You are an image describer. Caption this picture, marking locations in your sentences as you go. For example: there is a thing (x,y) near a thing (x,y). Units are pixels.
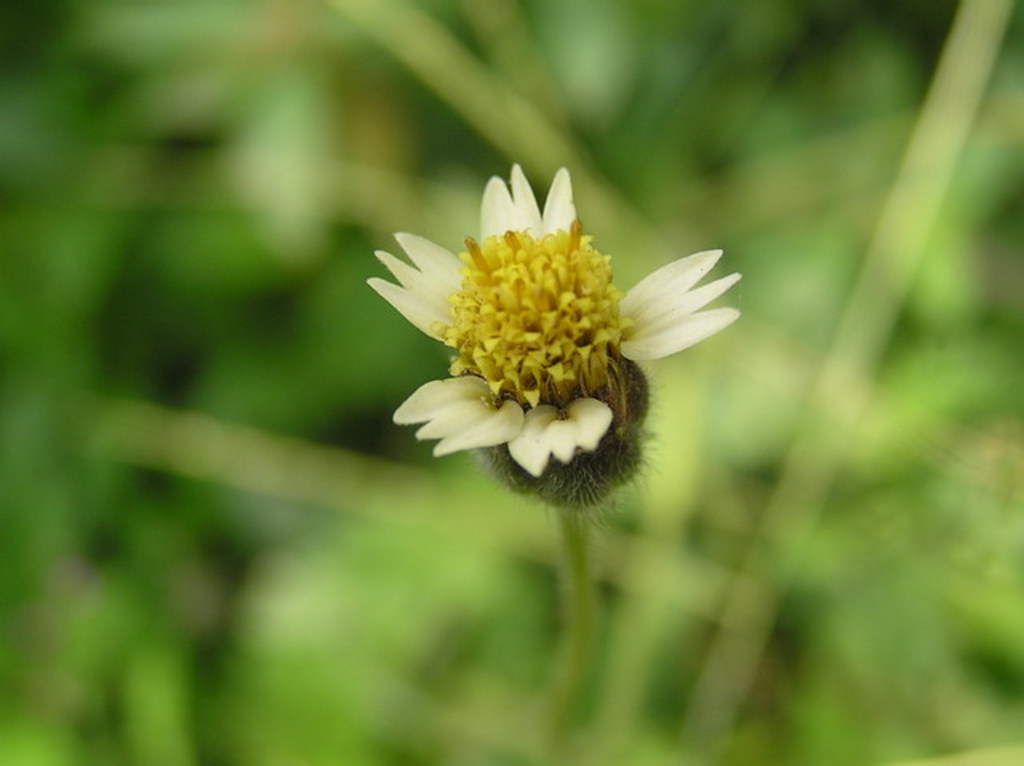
In this image we can see a flower (528,301) with blur background (715,67).
